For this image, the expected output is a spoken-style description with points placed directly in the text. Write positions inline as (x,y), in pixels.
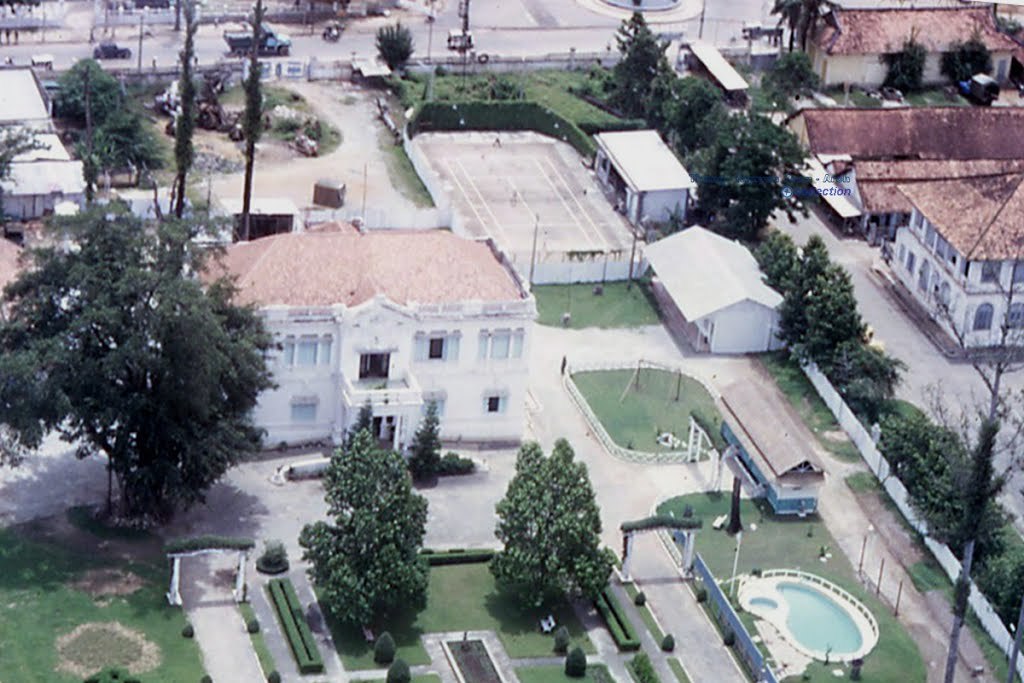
In this image we can see the top view of the buildings (666,239), trees (774,235), vehicles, plants (280,591), grass (171,662), pool (830,621) and also the roads (601,29).
